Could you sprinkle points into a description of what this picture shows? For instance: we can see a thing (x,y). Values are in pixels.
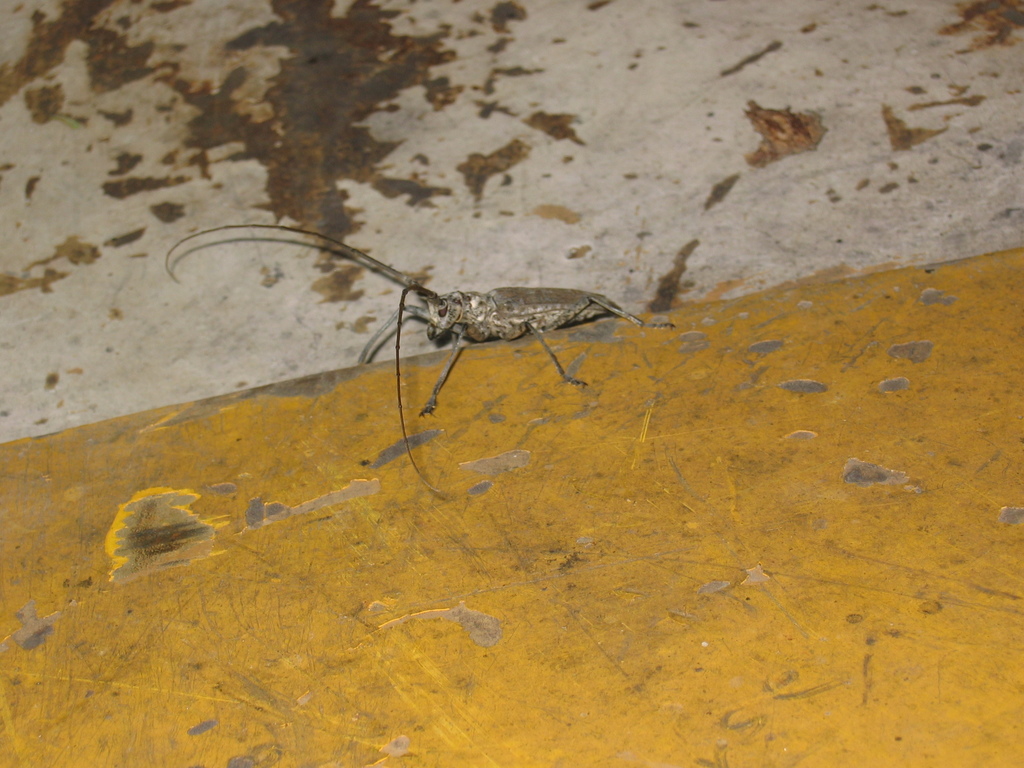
In the image there is an insect (484,329) standing on the wall (234,318).
